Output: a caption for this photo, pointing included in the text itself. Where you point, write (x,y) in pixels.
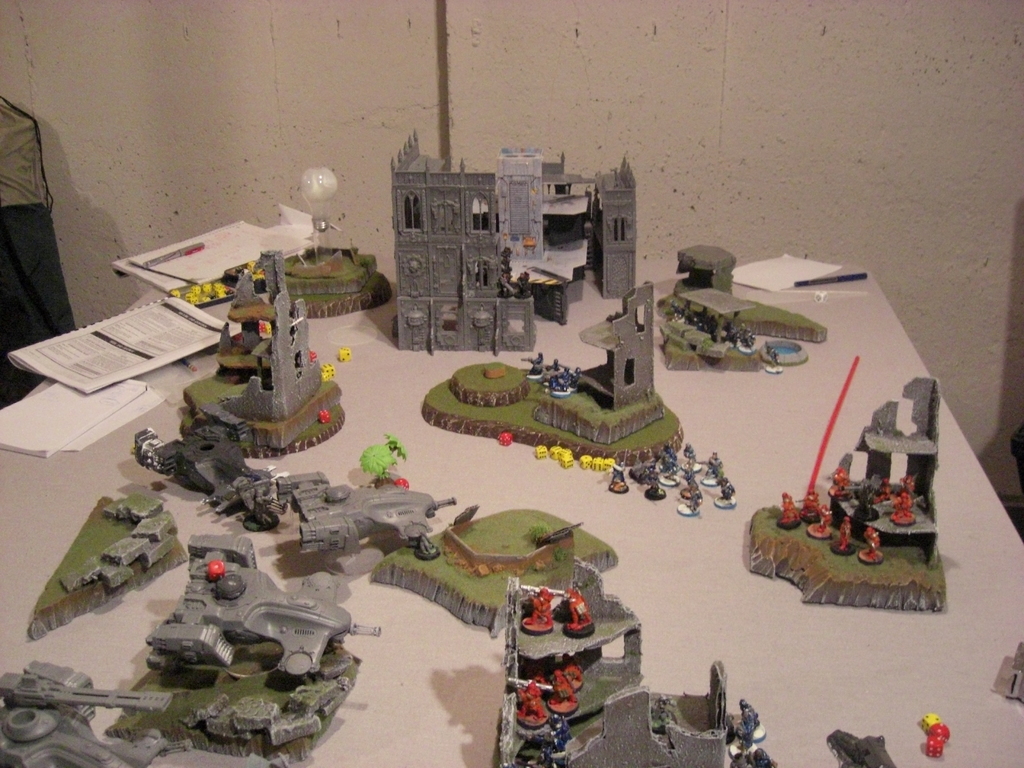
In this image there is a table (714,554) is at bottom of this image (408,541) and there are some scale model of objects (623,268) are kept on to this table (729,547). There are books (191,321) kept on this table (87,469) as we can see at left side of this image (41,414). There is a wall (52,123) in the background (631,109). There is one another white color paper (791,273) is kept on this table (791,370) at right side of this image (781,264). There is one object (48,209) at top left side of this image (41,191).
